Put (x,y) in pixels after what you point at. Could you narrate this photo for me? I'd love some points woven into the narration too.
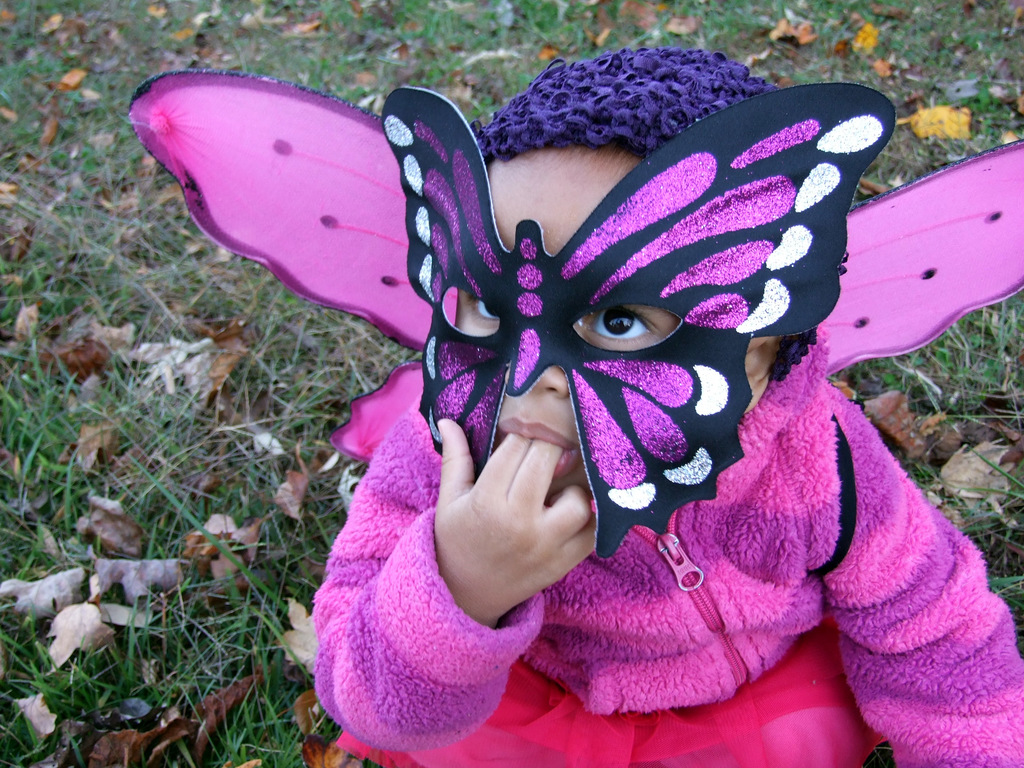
In this picture, we can see a child (637,318) with a mask (595,349), and we can see the ground (171,413) with grass (92,406), and dry leaves (155,367).
